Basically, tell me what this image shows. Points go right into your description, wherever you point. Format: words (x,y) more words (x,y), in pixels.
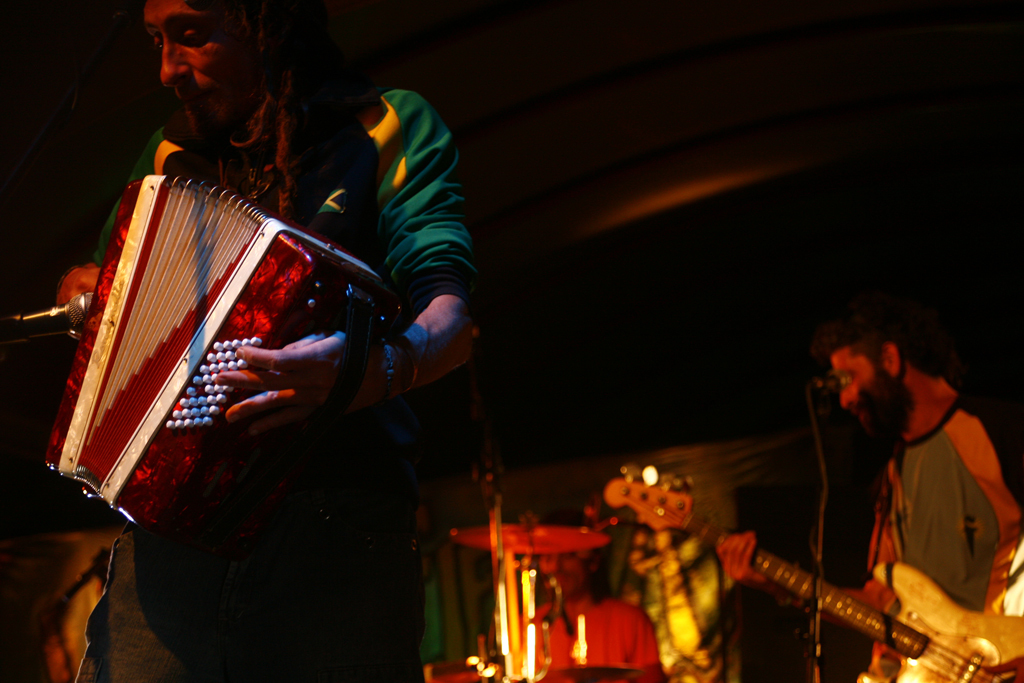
In this image there is a man (384,162) in the foreground (366,152) who is playing the accordion (82,379). In the background (946,566) there is another man (982,480) who is playing the guitar (937,641). Beside this man (927,496) there is a person (590,579) who is playing the drums (504,602).
